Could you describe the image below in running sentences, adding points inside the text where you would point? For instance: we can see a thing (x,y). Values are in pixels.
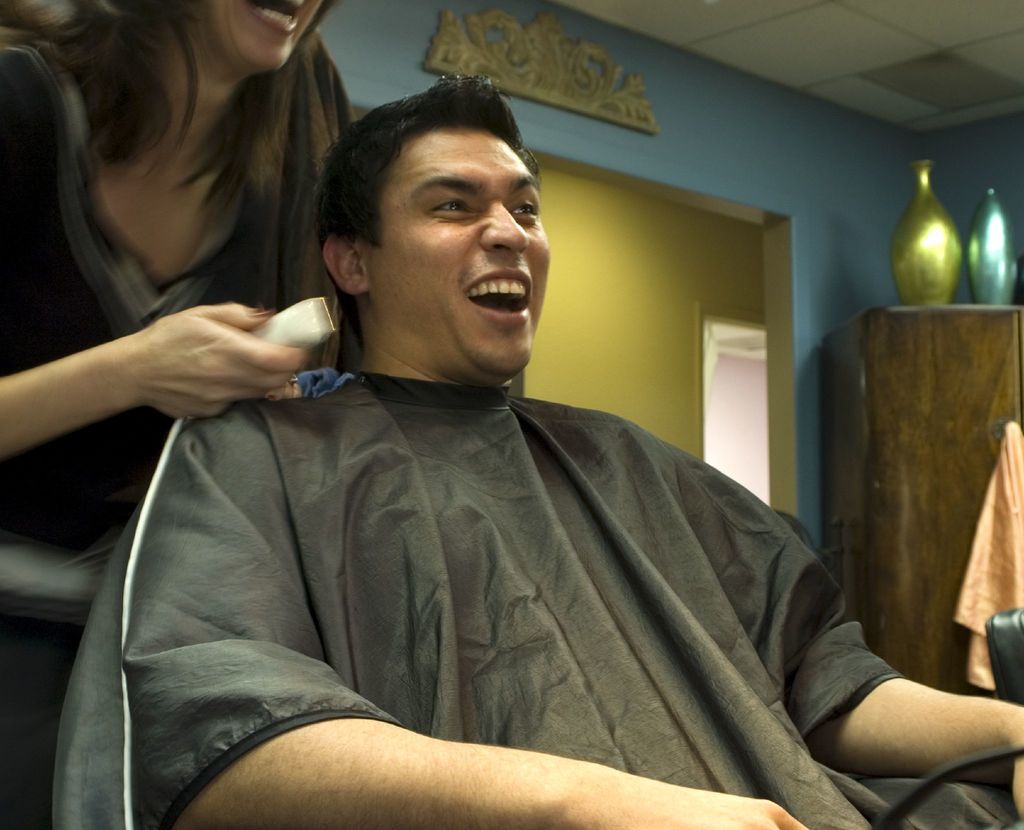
In this image, we can see two people (449,355) are smiling. Here a woman (223,296) is holding an object (285,315) and man (502,355) is sitting. Background (634,347) we can see wall (622,385). Right side of the image (901,450), we can see wooden cupboard (903,473), cloth (995,488), decorative objects (947,289). Top of the image (806,58), there is a ceiling (795,82).
